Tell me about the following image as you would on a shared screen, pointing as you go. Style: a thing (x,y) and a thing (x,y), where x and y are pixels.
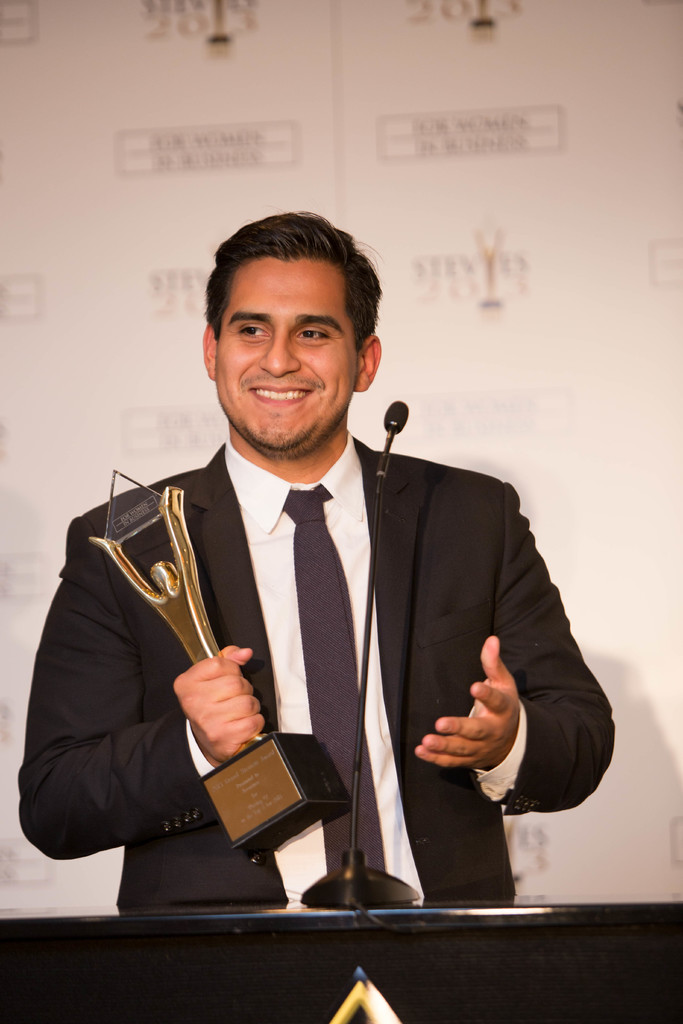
In this image we can see a man (347,514) is standing. He is wearing black coat (418,594) with white shirt (339,524) and tie (301,580). Holding award (233,768) in his hand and smiling. In front of him podium (281,969) and mic (395,896) is present.
